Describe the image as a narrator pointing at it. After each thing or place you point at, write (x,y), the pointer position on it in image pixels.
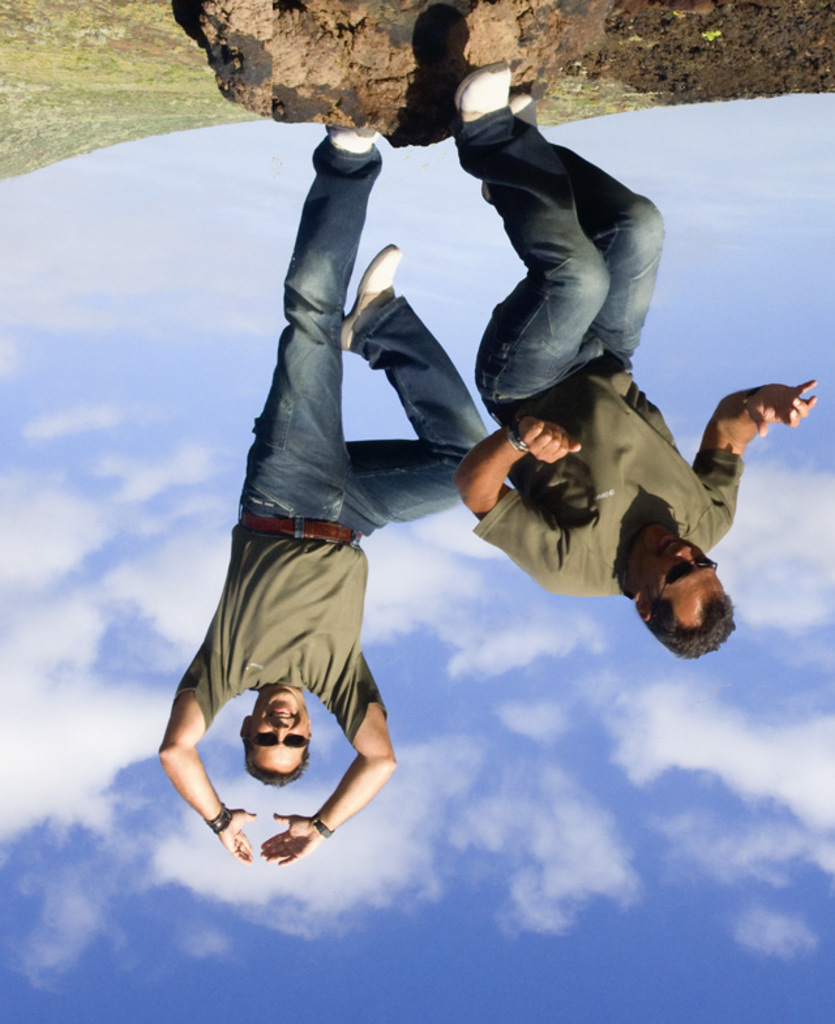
In this image there are two persons (468,131) standing on the rock (526,86) in the background (388,225) there is sky (52,298).
